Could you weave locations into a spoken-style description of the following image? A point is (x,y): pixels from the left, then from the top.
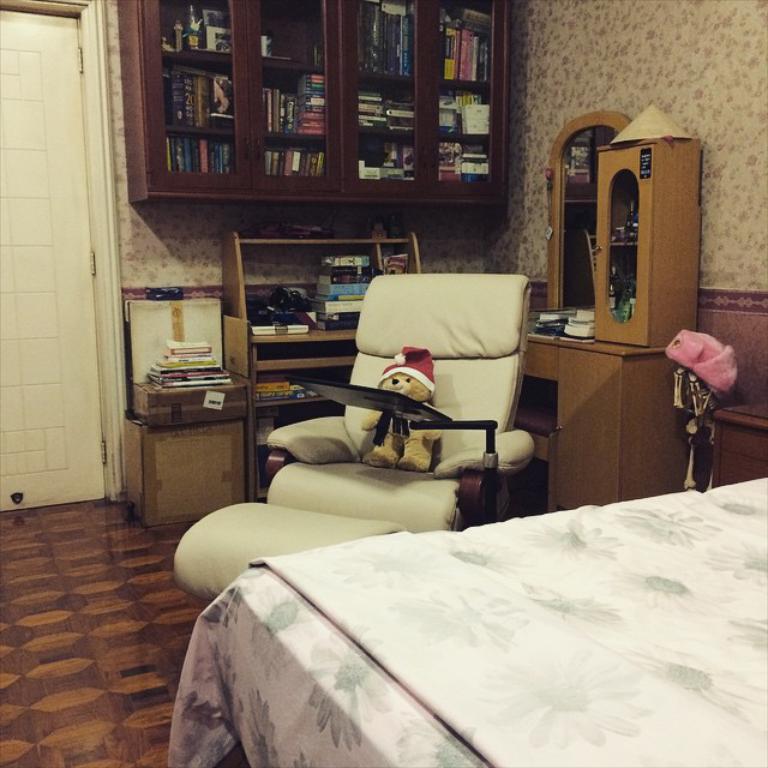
In this image I can see a bed (251,621) and a soft toy (394,372) on this chair (365,481). In the background (309,171) I can see number of books (370,16) in this cupboard (342,66).
